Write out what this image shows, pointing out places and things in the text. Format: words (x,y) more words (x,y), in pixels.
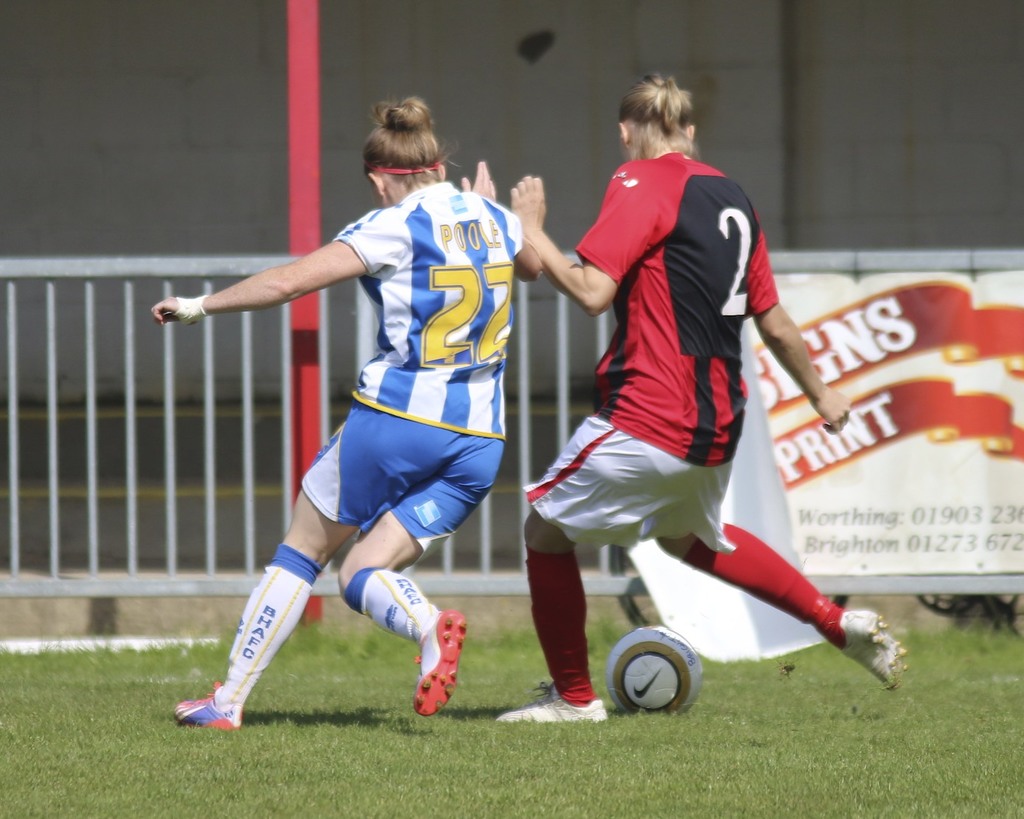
There are two people (759,552). They are playing a game. On the right side (684,150) person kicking a ball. They both wear colorful shirts (440,393). We can see the background (801,402) nice ground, wall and banner (765,383).
